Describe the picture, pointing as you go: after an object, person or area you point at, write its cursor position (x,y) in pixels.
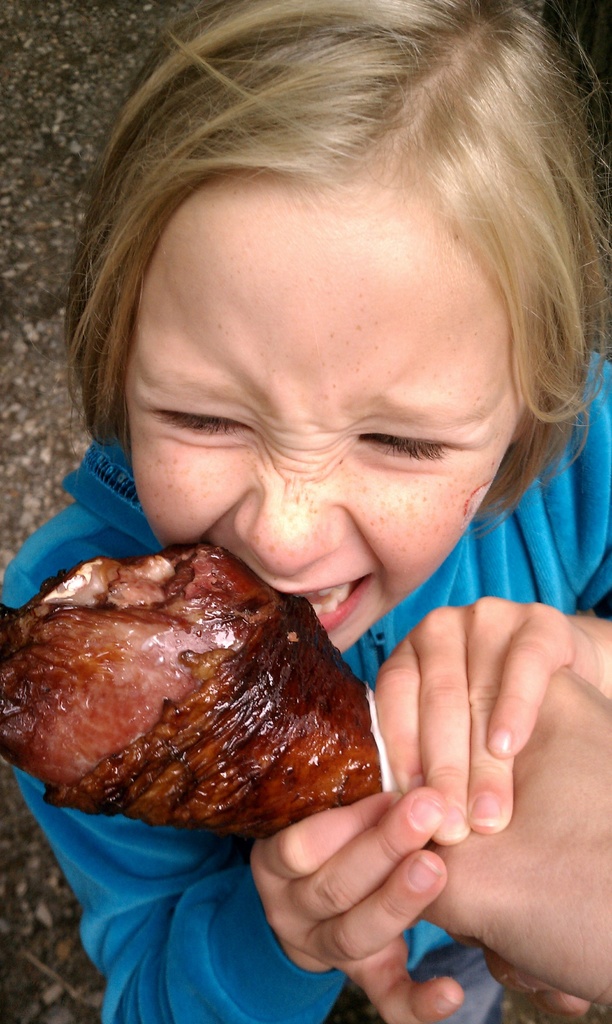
In this picture I can see a girl (276,522) eating food item (258,703) which is holding by another person hand (519,817).
